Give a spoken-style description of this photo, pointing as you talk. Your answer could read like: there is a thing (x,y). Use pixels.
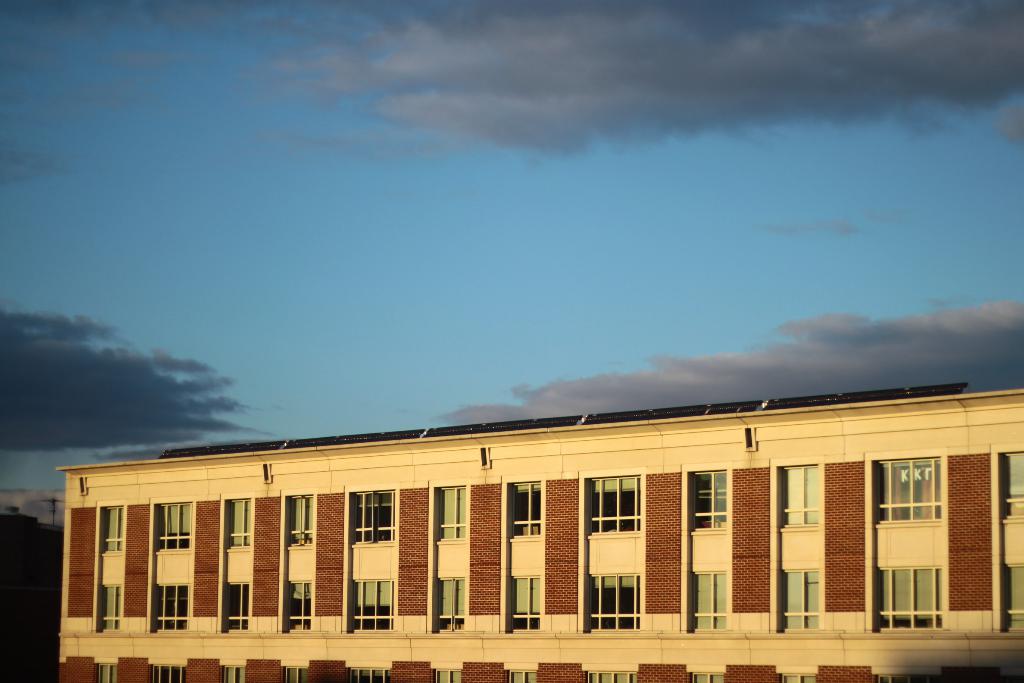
In this image I can see a building (84,481) and windows (519,598). In the background (633,318) I can see the sky (409,335).
